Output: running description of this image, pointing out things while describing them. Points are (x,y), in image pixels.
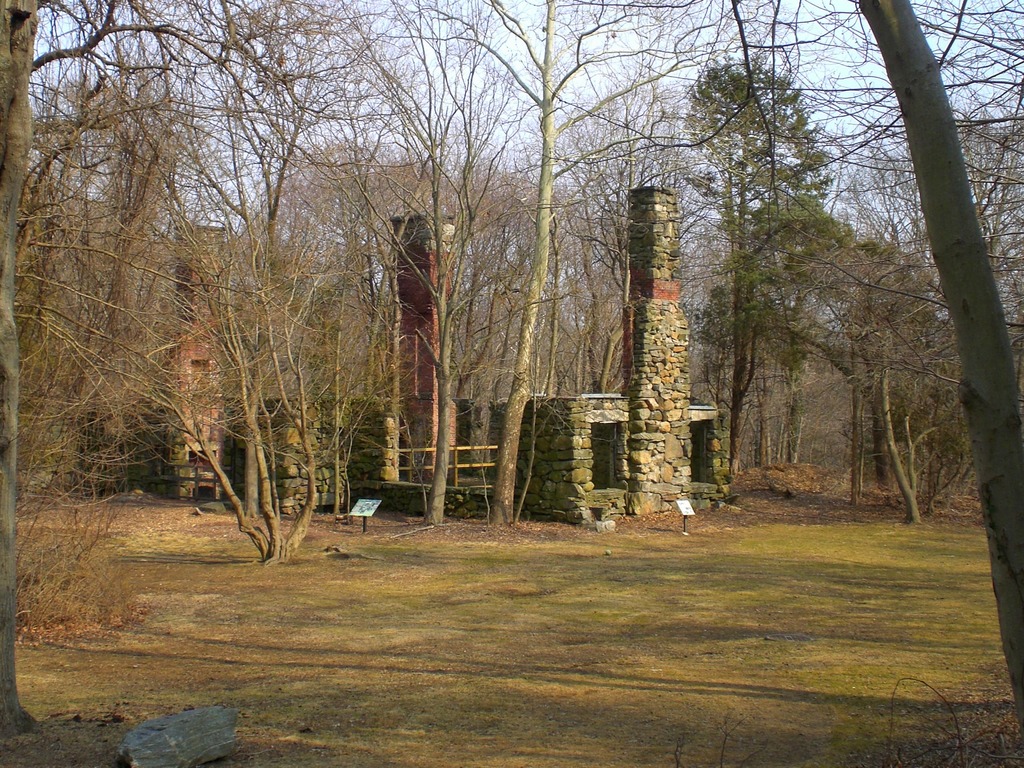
In this image we can see ground (436,625), rocks (408,492), trees (227,420) and sky (607,39).
